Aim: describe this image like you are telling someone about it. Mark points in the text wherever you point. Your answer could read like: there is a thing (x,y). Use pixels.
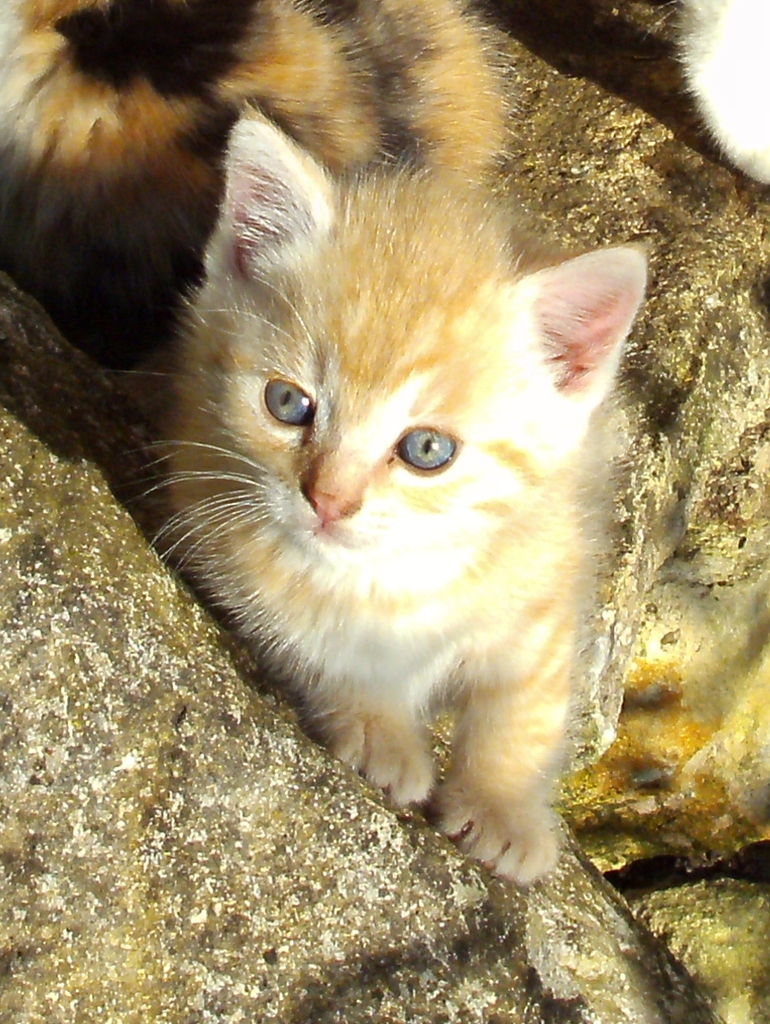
In this picture there are cats (404,199). At the bottom (264,845) there are stones (621,816).
